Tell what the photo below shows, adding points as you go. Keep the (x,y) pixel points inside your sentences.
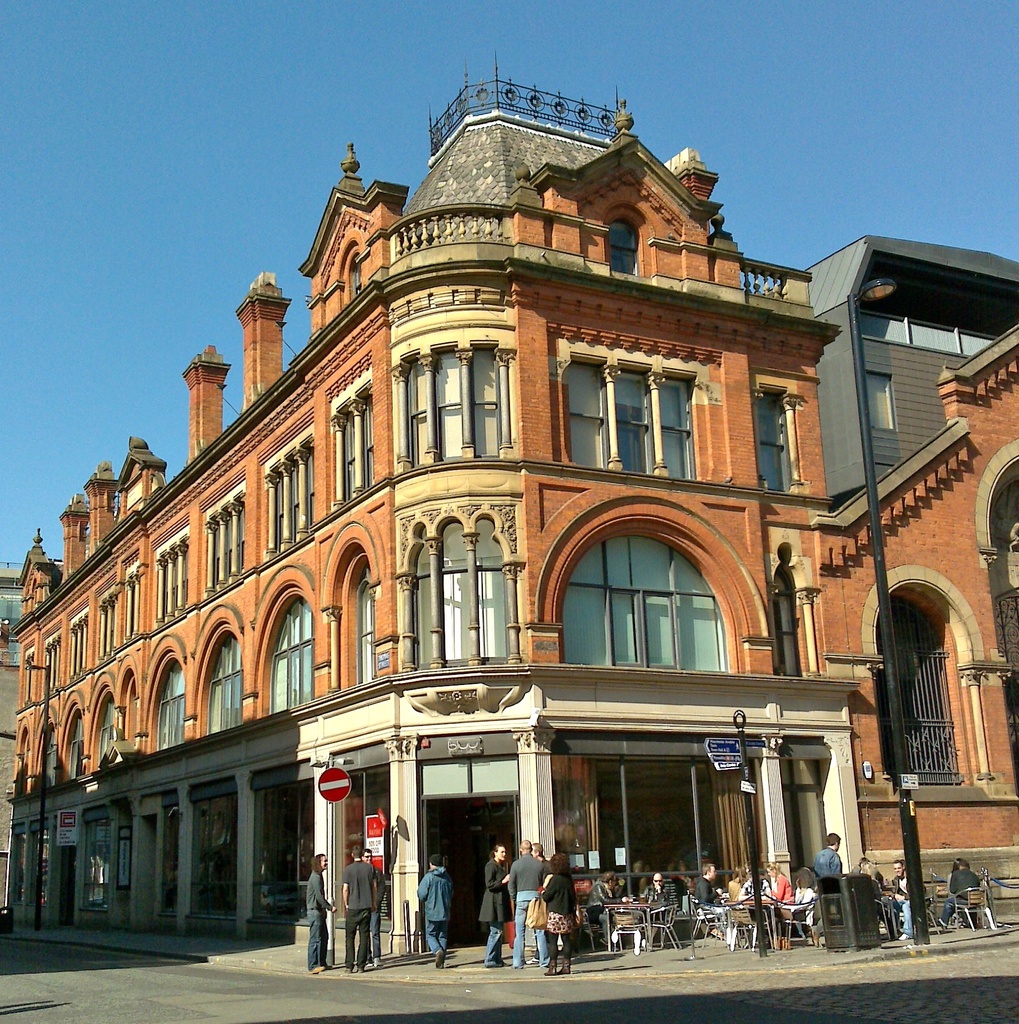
In this image we can see a building (451,607) with windows (465,632). There are people (429,885) standing. There are chairs (811,925) and tables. At the bottom of the image (287,985) there is road (159,966). At the top of the image (341,131) there is sky (144,118).
